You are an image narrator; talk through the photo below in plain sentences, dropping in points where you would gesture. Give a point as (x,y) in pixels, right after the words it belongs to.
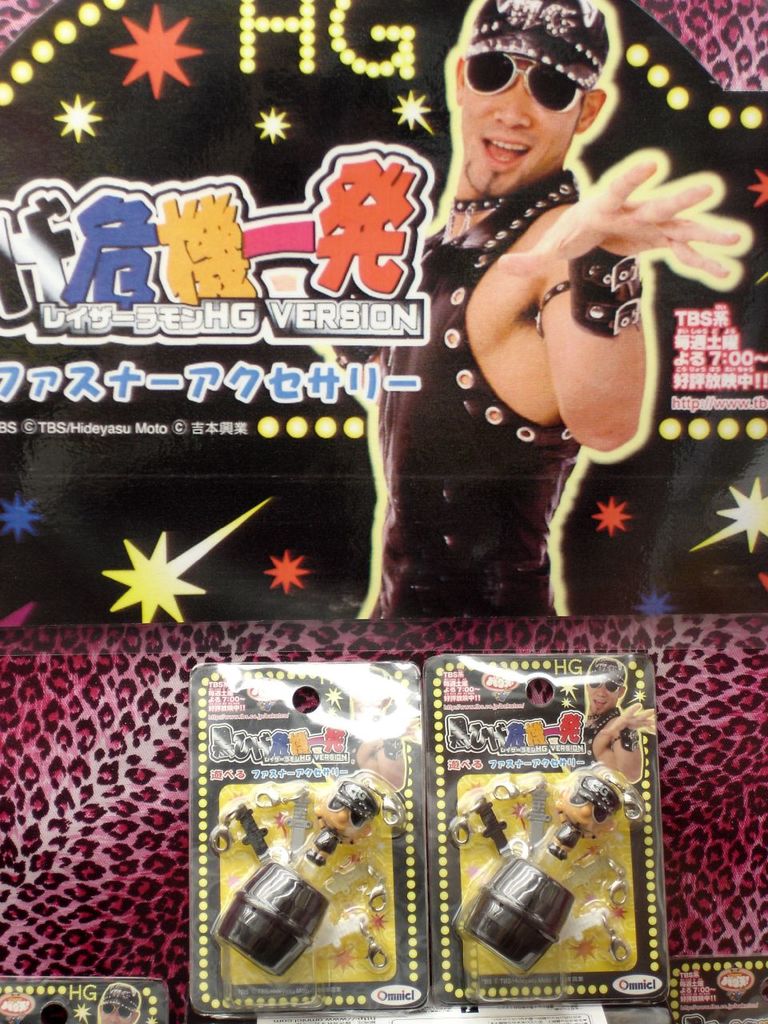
In this image we can see some toys (519,905) placed on the surface (172,854). In the background (612,236), we can see a poster (554,287) with a picture (603,258) and some text (345,298).
